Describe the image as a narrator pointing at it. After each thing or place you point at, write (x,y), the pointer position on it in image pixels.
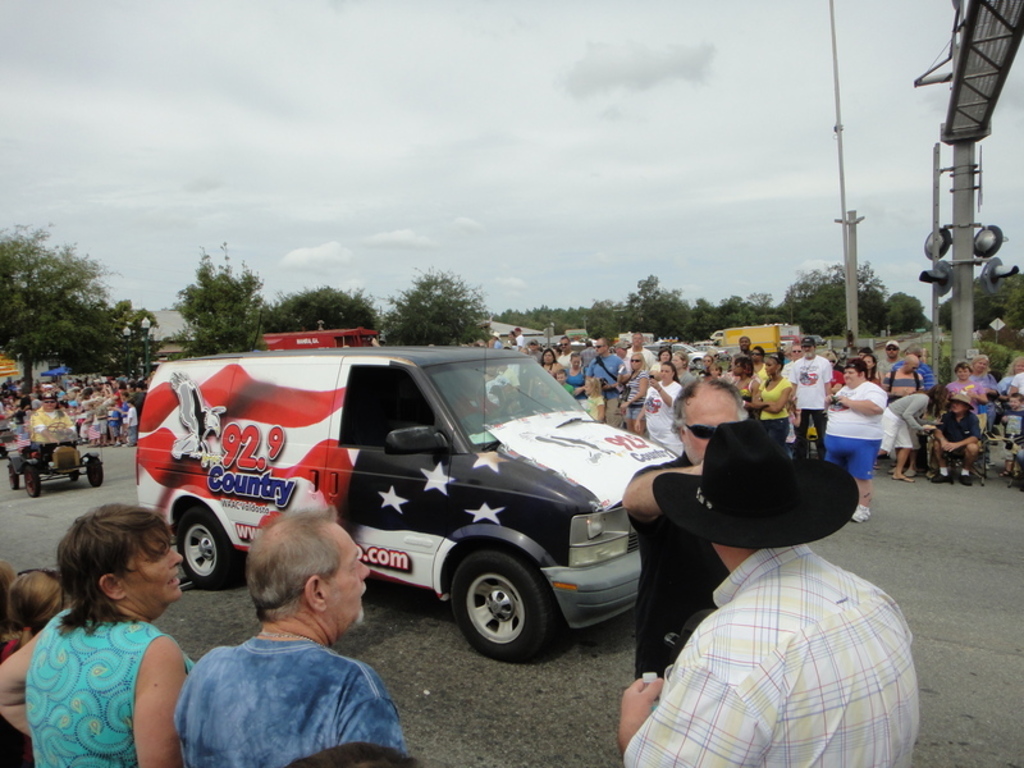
In this image I can see group of people (52,586) standing, in front (340,470) I can see a vehicle (299,484) in white, red and black color. Background (243,78) I can see trees (440,320) in green color and sky (570,123) in white color.
